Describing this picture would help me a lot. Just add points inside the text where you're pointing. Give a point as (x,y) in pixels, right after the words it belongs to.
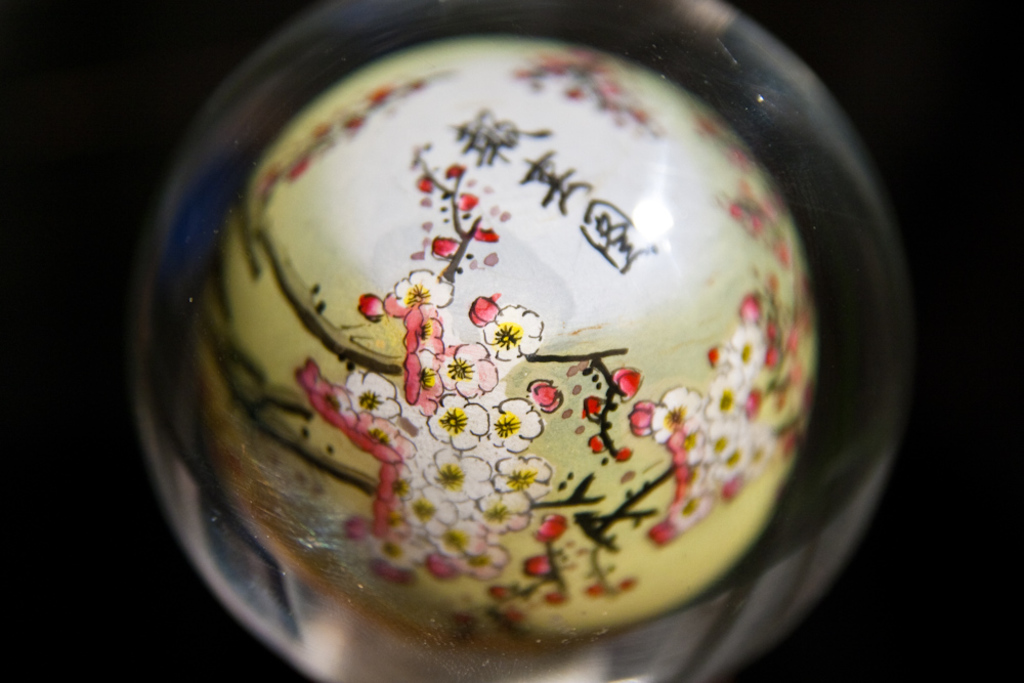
In this picture there is a ceramic (342,334) in the center of the image (342,334).
